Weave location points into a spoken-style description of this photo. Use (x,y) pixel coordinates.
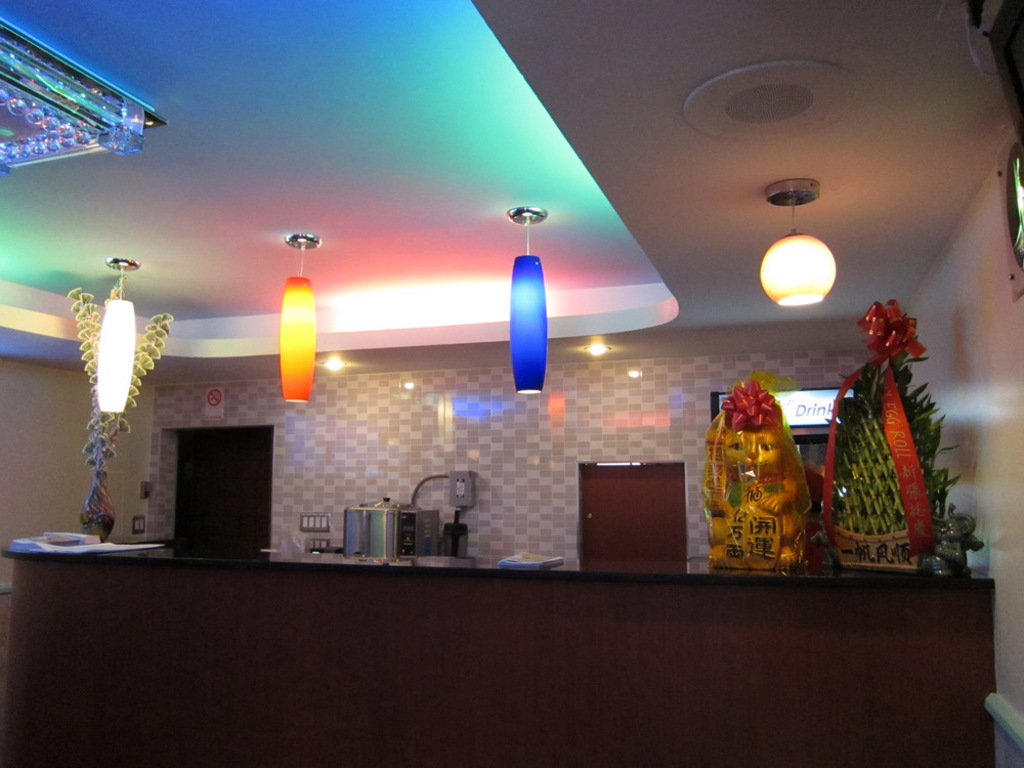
In the foreground (394,602) I can see a cabinet (353,618) on which I can see kitchen tools (444,534), flower vases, bouquets (896,328). On the top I can see lamps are hanged. This image is taken in a hall (293,18).
